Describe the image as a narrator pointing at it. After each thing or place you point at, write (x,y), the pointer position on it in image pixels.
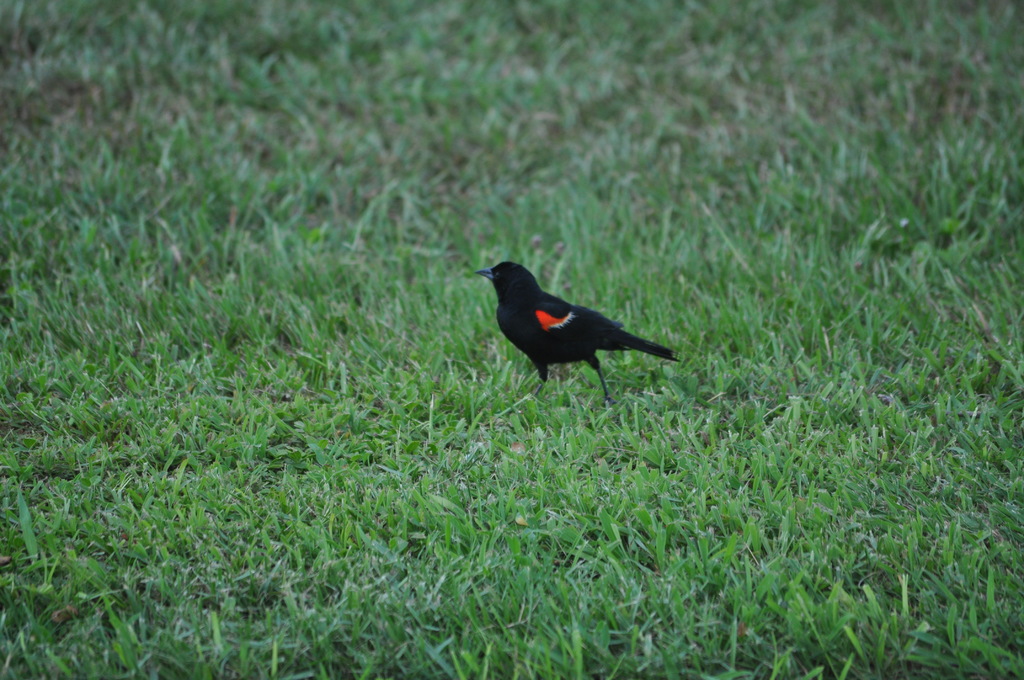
In this image there is a bird (638,338) standing on the surface (371,384) of the grass (551,381).
